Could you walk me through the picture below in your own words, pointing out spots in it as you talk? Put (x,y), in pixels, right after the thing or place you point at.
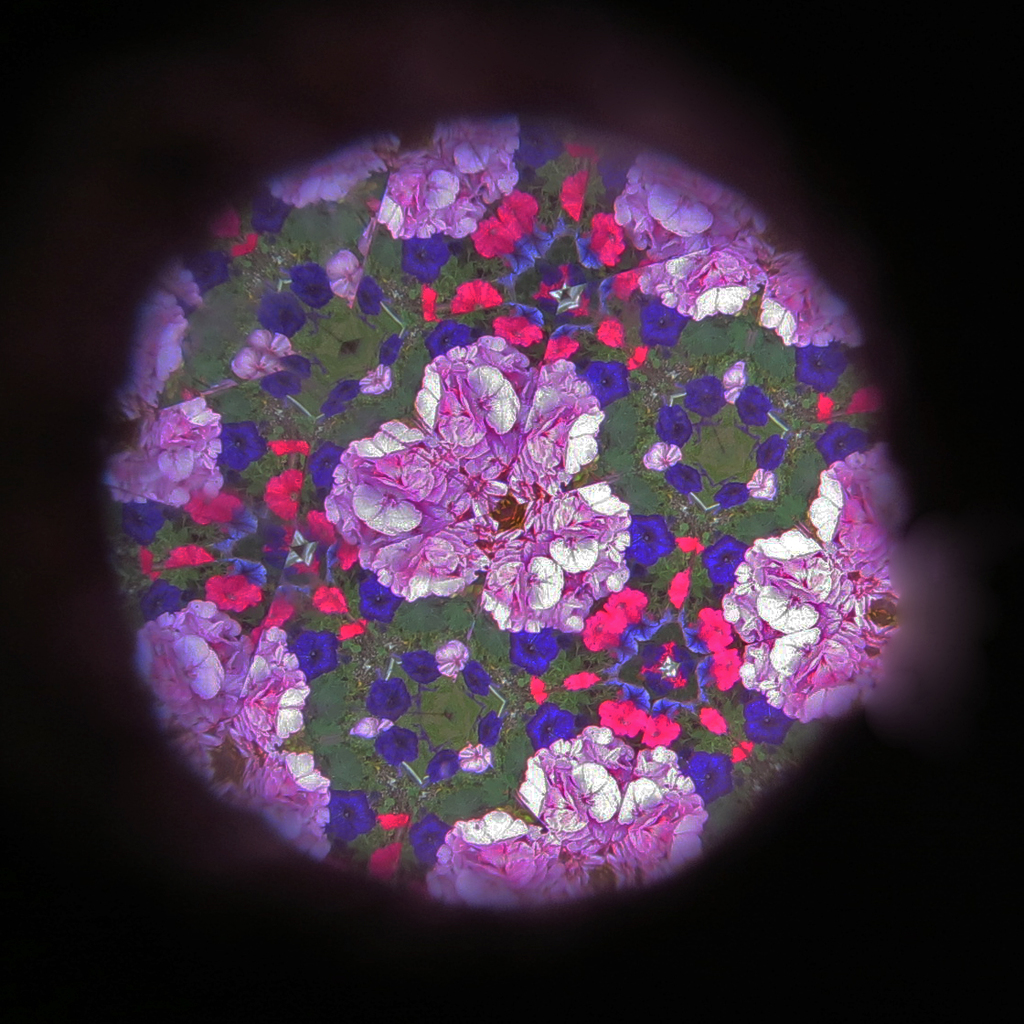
This is an edited image. In the middle of the image (343,485) there are few colorful flowers (474,530). The background (221,39) is dark.
